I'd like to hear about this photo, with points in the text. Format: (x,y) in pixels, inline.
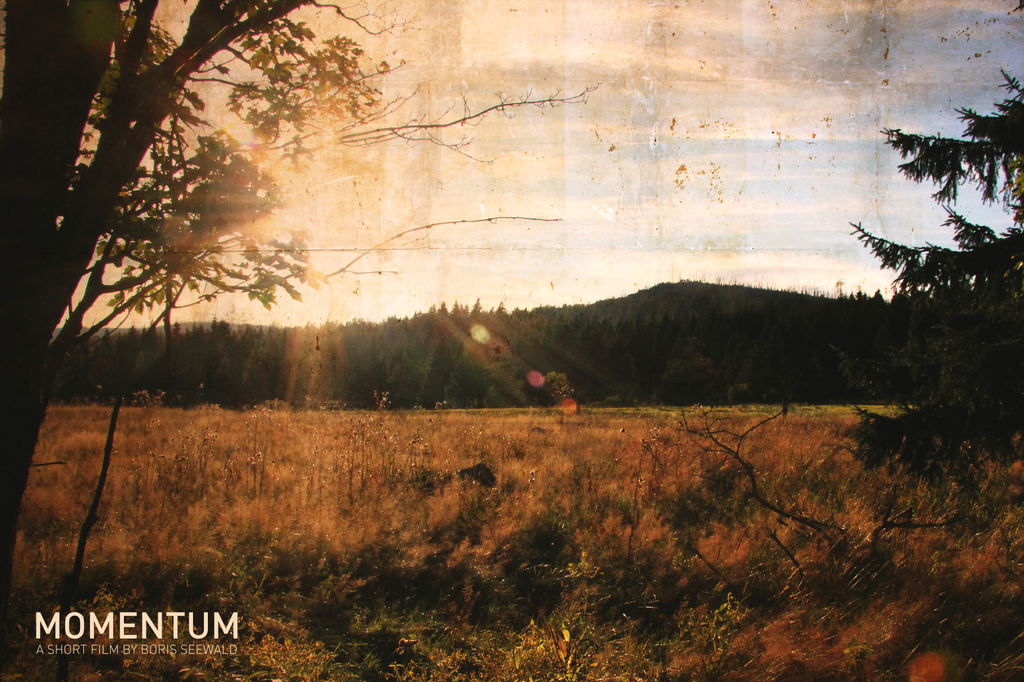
In this picture we can see mountain (786,302). On the bottom (536,656) we can see the grass (660,638) and plants (673,501). On the left (113,140) there is a tree (151,292). On the top (641,111) we can see sky (674,65) and clouds (644,70). On the bottom left corner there is a watermark (54,620).
